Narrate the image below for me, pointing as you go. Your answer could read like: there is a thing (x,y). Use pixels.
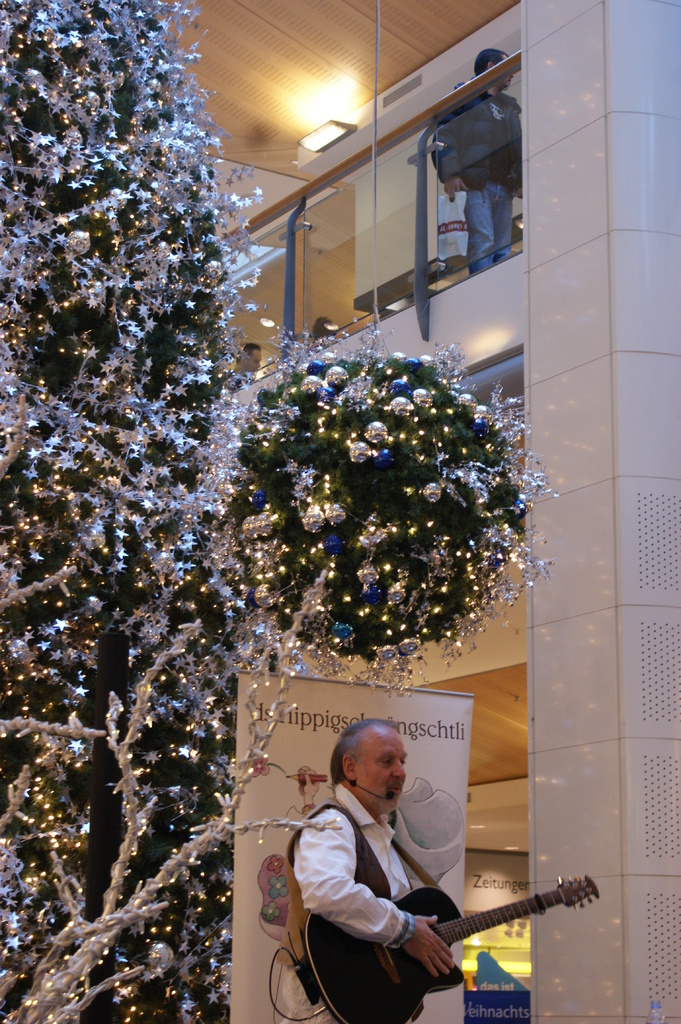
As we can see in the image there is a wall (549,343), Christmas tree (136,524), a person (417,952) holding guitar (400,1010), banner (436,848) and on the top (499,193) there is another person (483,207) holding cover (460,214).
